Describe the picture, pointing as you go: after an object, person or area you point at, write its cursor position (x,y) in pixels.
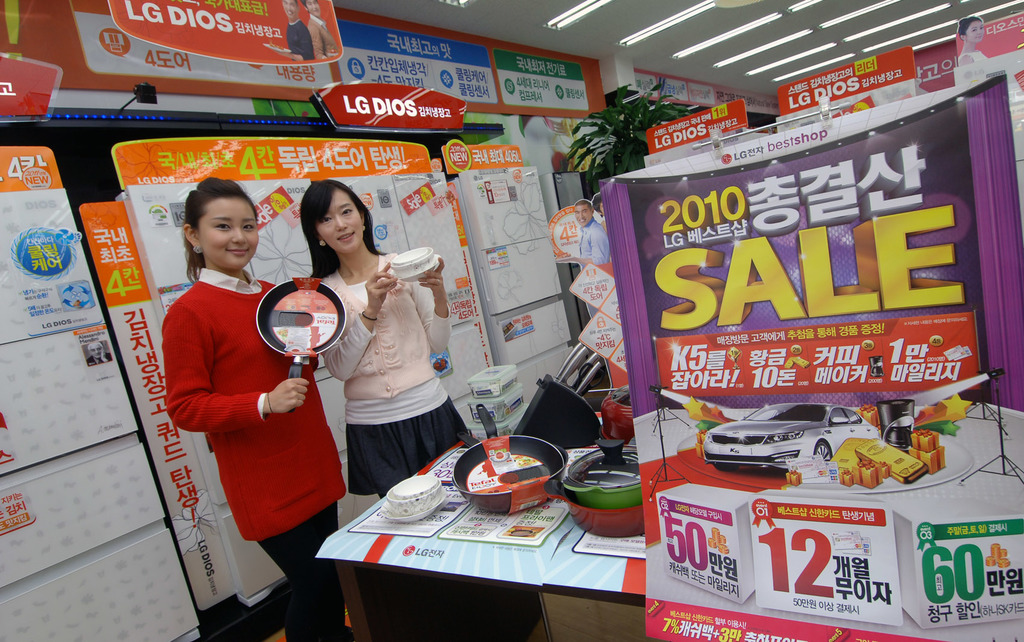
In this image there are two girls (393,347) standing holding pan (264,307) and casserole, in front of them there is a table (480,496) with so many pans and casseroles (628,404), also there are so many banners (946,171) around them.
